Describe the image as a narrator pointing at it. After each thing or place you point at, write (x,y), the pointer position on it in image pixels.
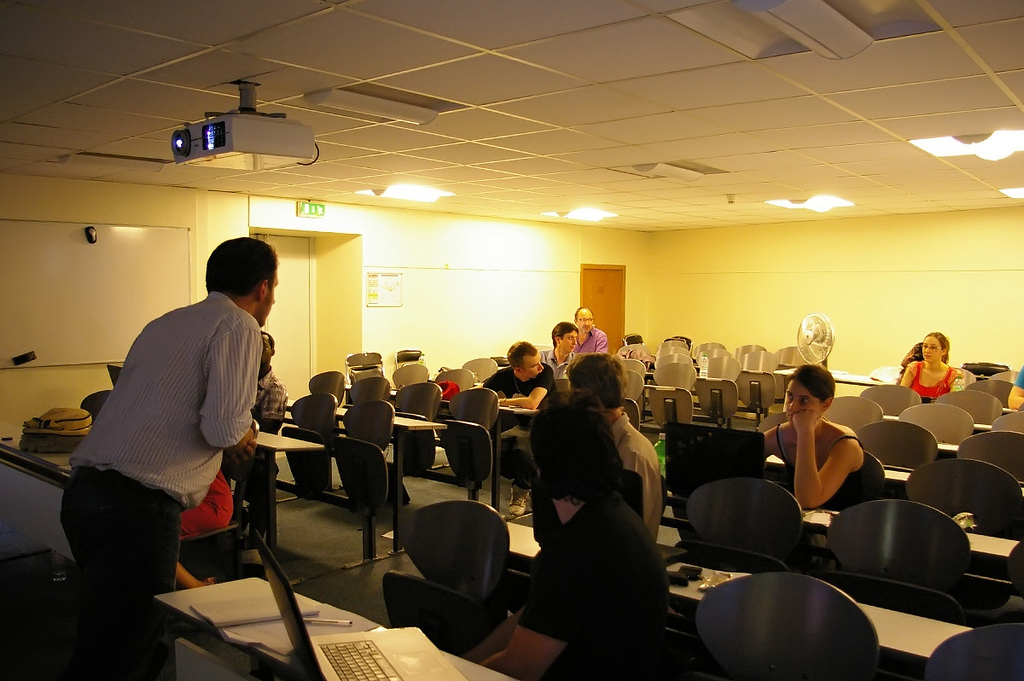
It is a classroom (218,647) inside the class (686,291) there are some students (805,456) sitting on the chairs (732,487), in front of them there is a man (172,470) standing and talking there is a projector (234,126) to the roof (293,84) and also some lights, the background (813,338) there is a fan (825,329) behind it there is a wall (720,272) and to left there is a door (615,278).
